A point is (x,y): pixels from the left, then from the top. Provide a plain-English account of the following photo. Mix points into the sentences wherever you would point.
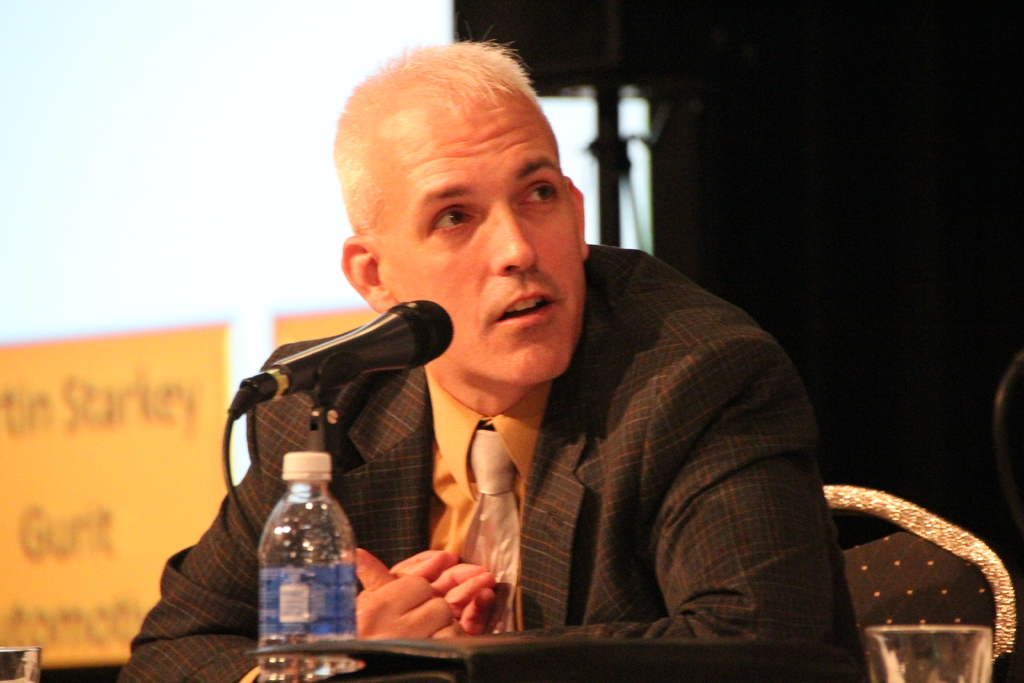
Here is the man (679,482) with black blazer (712,523) and yellow t-shirt (523,435), with silver color tie (493,518). He is talking on a microphone (429,325) and he is sitting on the chair (948,530). In front of him, we see a table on which bottle (310,574), file (422,656) and glass (883,671) is placed on it. Behind him, we see a chart (161,456) on which text (9,398) is written on it. Behind him, we find a wall (236,173) which is white in color.
